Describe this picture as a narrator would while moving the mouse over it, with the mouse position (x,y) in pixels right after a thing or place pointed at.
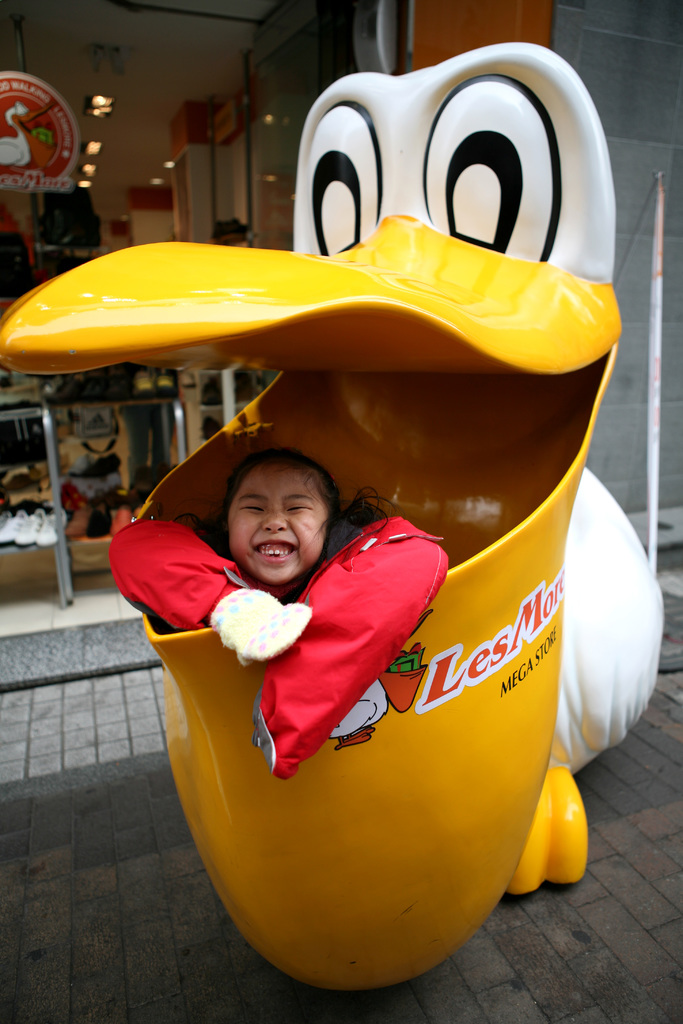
In this image we can see a girl (300,736) inside a pelican statue (291,816) which is on the ground (427,1019). On the backside (73,539) we can see the metal poles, some shoes (81,534) placed in a rack (94,537), the picture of a bird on a glass window (17,217) and some ceiling lights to a roof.
